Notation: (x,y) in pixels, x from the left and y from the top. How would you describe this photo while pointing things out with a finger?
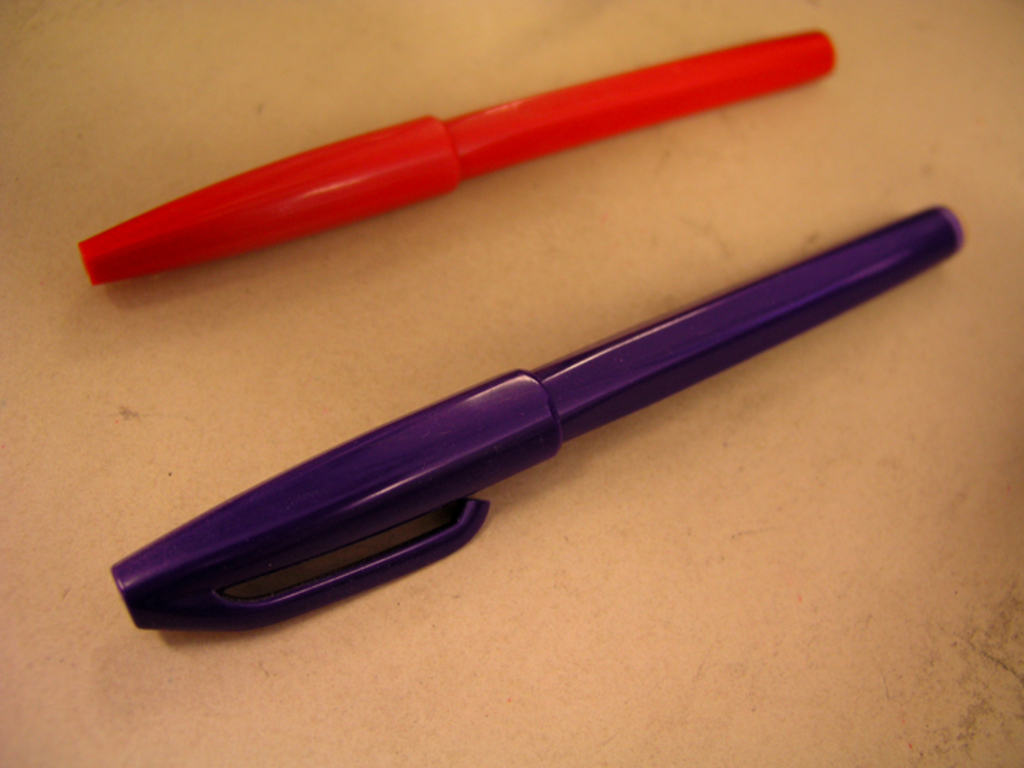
As we can see in the image there are two pens (696,325) which is red in colour and purple in colour are kept on the table (603,168).
